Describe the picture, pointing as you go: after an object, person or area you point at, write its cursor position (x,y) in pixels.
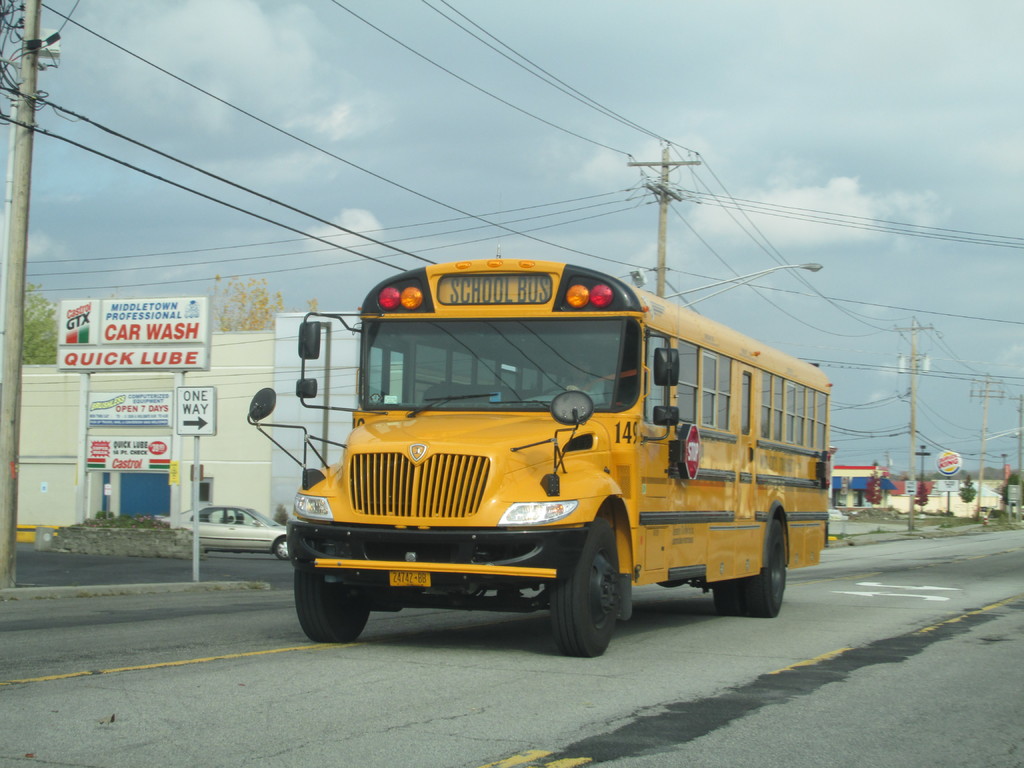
In the picture I can see a yellow color school bus (516,483) is moving on the road (581,663), here I can see light poles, current poles (19,397), wires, boards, houses (76,381), trees (43,321) and the cloudy sky (632,116) in the background (888,223).
